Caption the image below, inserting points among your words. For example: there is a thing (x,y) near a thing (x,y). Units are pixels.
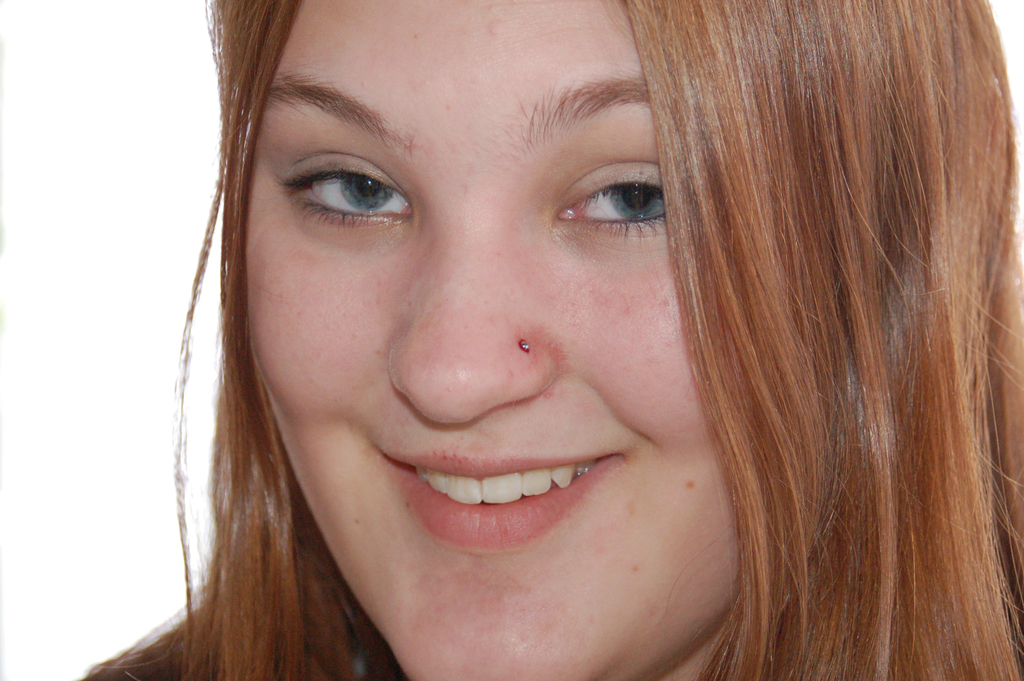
In this image, we can see there is a woman (251,376) smiling. And the background (59,323) is white in color.
